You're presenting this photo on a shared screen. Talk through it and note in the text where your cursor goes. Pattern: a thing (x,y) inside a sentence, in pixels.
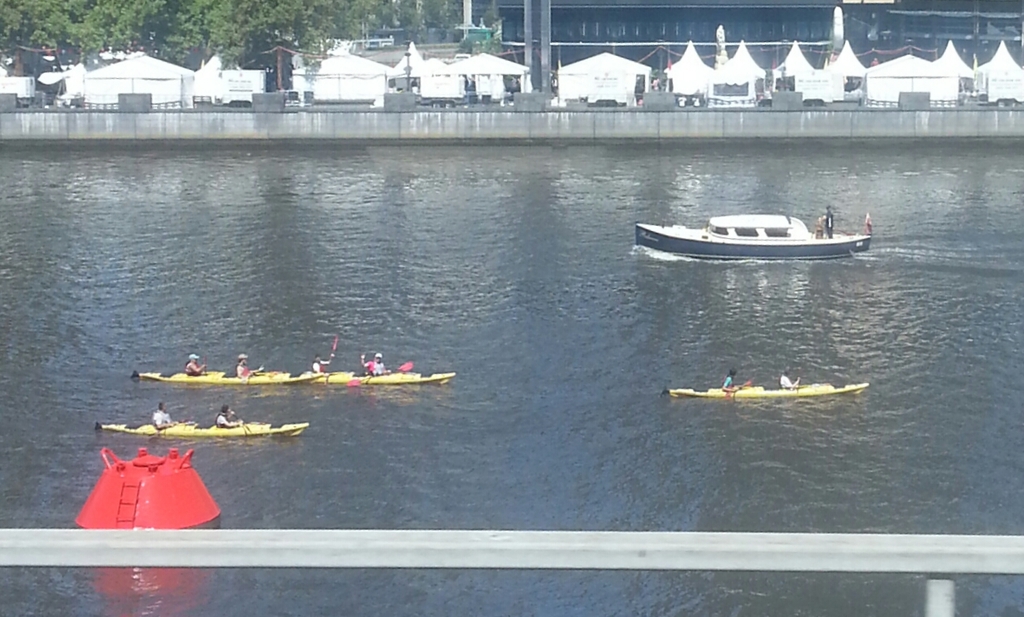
As we can see in the image there is water (445,306), few people (231,420) on boats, buildings (748,7) and trees (95,26).
